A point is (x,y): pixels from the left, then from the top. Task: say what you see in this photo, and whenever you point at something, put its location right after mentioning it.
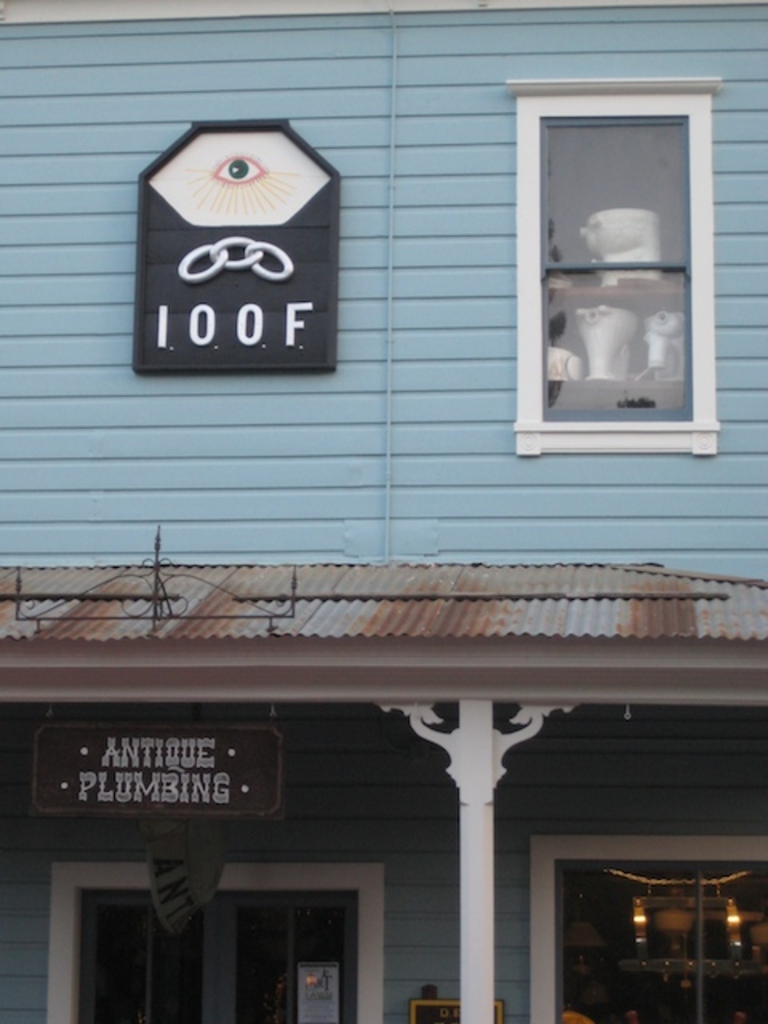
This looks like a building (492,465) with a window (588,431) and a door (307,962). I can see a name board (82,777) hanging. I think this is a pillar (474,902). I can see the lights (638,930) inside the building (614,854). There are few objects (623,331) behind the window (620,199). This looks like a board (251,124), which is attached to the building wall (401,192). Here is the roof (331,636).
